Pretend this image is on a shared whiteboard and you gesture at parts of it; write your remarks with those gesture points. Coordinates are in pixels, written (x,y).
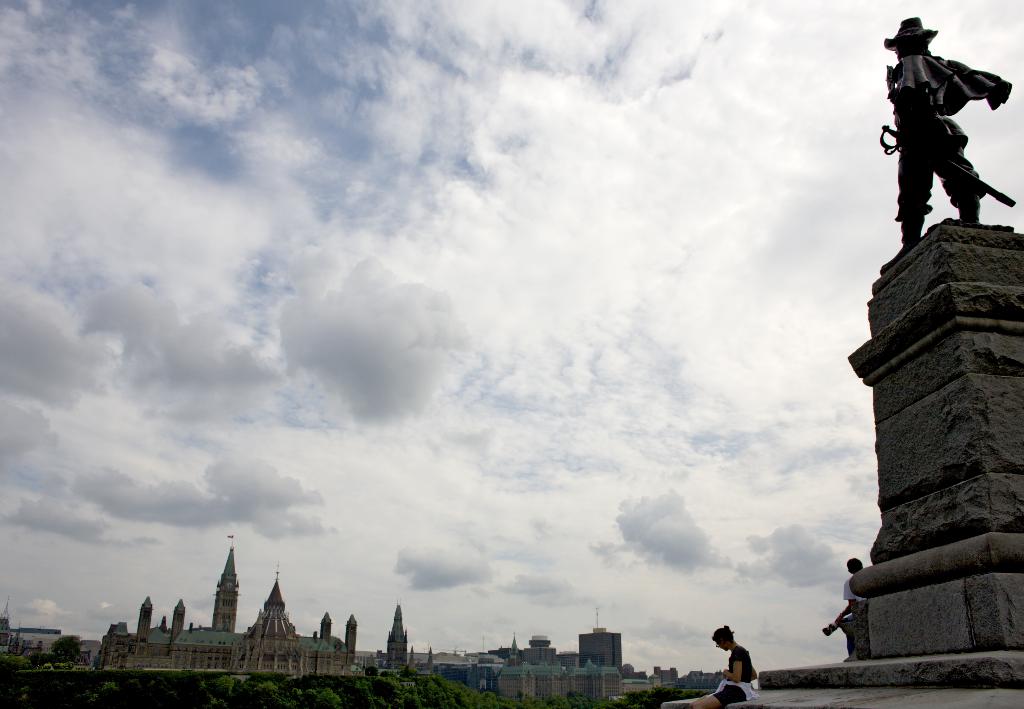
in this image we can see a statue (977,72), pedestal (989,504), persons (725,687) sitting and standing on the pedestal (997,487), buildings (270,622), flags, trees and sky (642,219) with clouds (301,183) in the background (431,161).
